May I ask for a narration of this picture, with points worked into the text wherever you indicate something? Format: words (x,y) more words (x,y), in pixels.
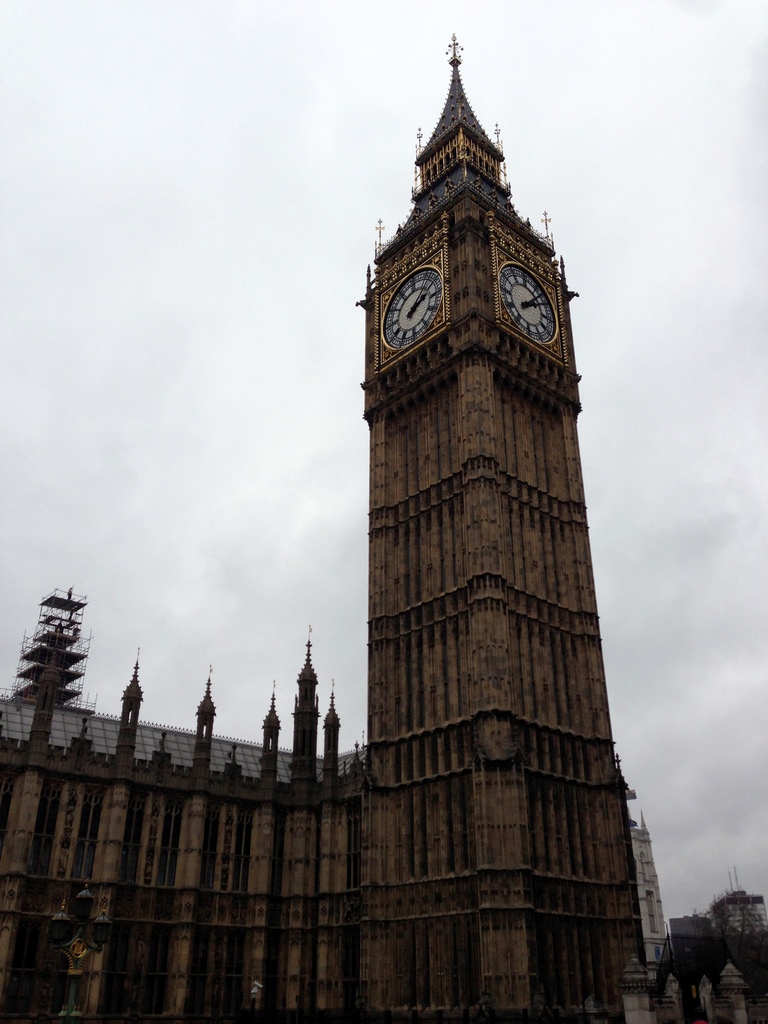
In this picture we can see few trees (713,918), buildings (709,945) and clocks (388,309) on the tower (455,605).
